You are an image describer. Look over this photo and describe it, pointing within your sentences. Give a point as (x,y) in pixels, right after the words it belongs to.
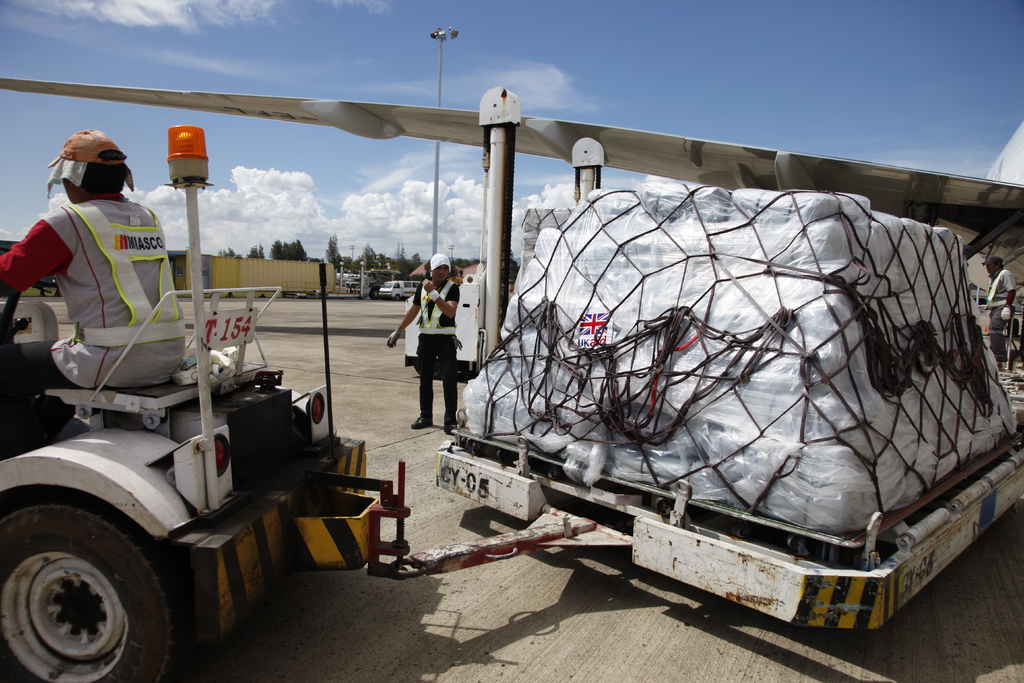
In this picture there is a man (142,266) who is riding a truck (203,487). On the right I can see some material (827,324) which is covered by plastic cover (834,502) and kept on the trolley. In the center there is a man (451,285) who is standing near to the van (461,332). In the background (315,272) I can see the shed (181,278), trees (352,267), poles (340,282), plants (405,269), street lights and other objects (366,278). At the top (475,30) I can see the sky (494,69).
